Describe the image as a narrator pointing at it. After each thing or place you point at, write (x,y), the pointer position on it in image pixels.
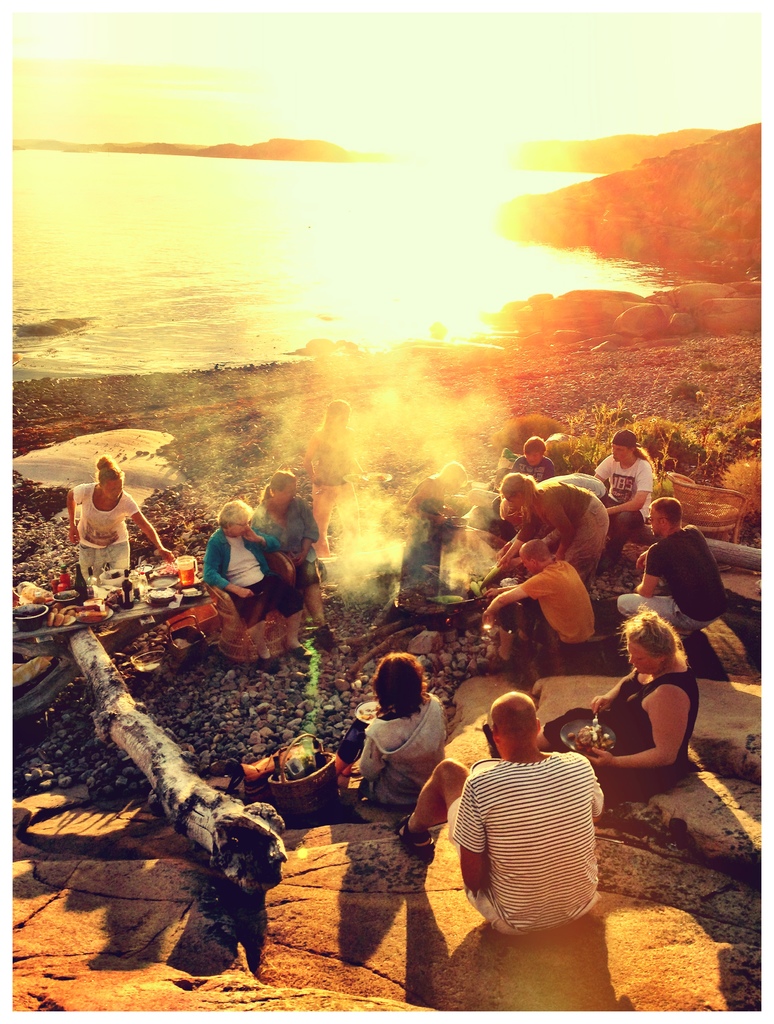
In this image, we can see a group of people (383,691) are sitting. Few people (536,842) are holding some objects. Here we can see two persons (116,520) are standing. Here we can see smoke (355,545), table (173,610), plants (760,479), chairs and few things (162,759). Top of the image (393,326), we can see water (463,245), stones (530,361), hills (745,168) and sky (732,50).
